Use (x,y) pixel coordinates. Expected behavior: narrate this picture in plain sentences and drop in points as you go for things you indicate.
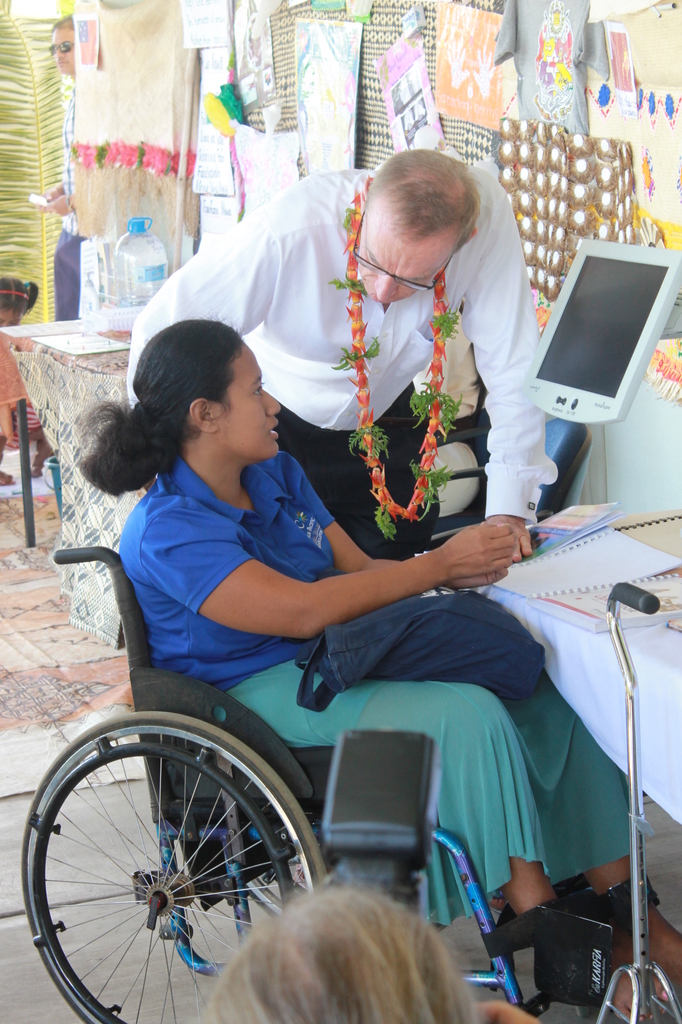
In this image I can see two persons (337,531). In front (153,590) the person (260,663) is sitting in the wheelchair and the person (267,685) is wearing blue and green color dress (281,646). In front (581,298) I can see few books (588,555) on the table (677,638) and I can also see the screen (602,287), background (369,103) I can see few papers (408,111) and boards (470,97) attached to the brown color cloth (285,76) and I can also see the bottle (119,278) on the table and I can see the person (67,174) standing.
